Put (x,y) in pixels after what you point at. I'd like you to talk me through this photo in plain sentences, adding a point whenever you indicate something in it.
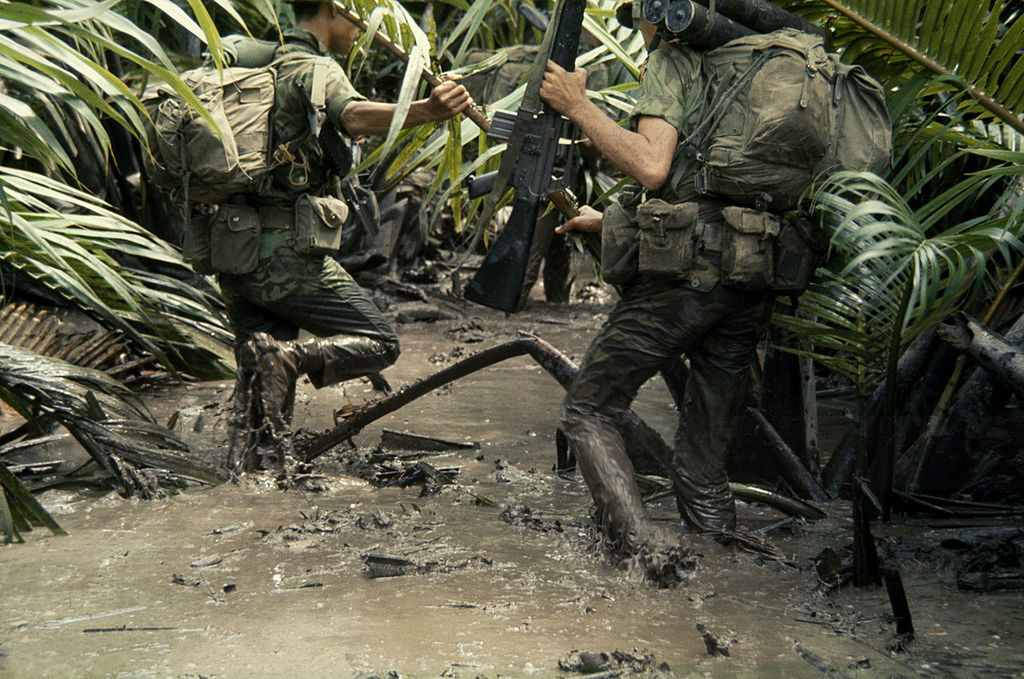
In this image there are two persons (338,346) standing in the mud water (412,414), and in the background (378,157) there are trees (203,12).
